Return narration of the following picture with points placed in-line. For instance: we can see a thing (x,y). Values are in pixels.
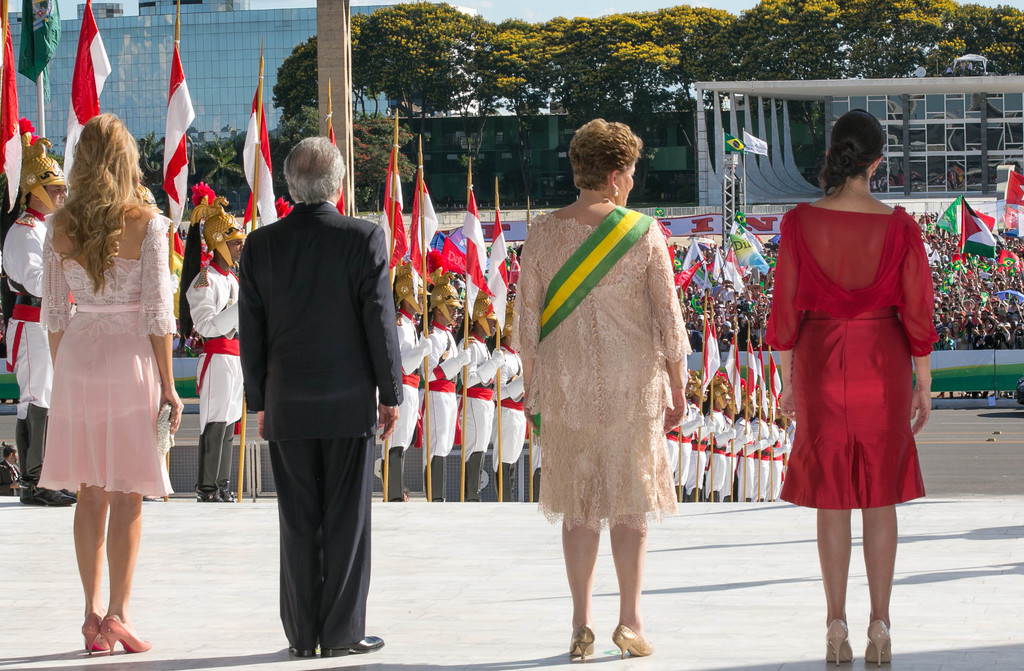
This image consists of four people (321,428) standing in the front (62,418). In the background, we can see many people (14,252) standing and holding the flags (965,234). On the right (937,238), we can see a huge crowd (1012,246). At the bottom (872,612), there is a platform (499,542). In the background (680,86), there are many trees (572,100) and a building (69,115).
